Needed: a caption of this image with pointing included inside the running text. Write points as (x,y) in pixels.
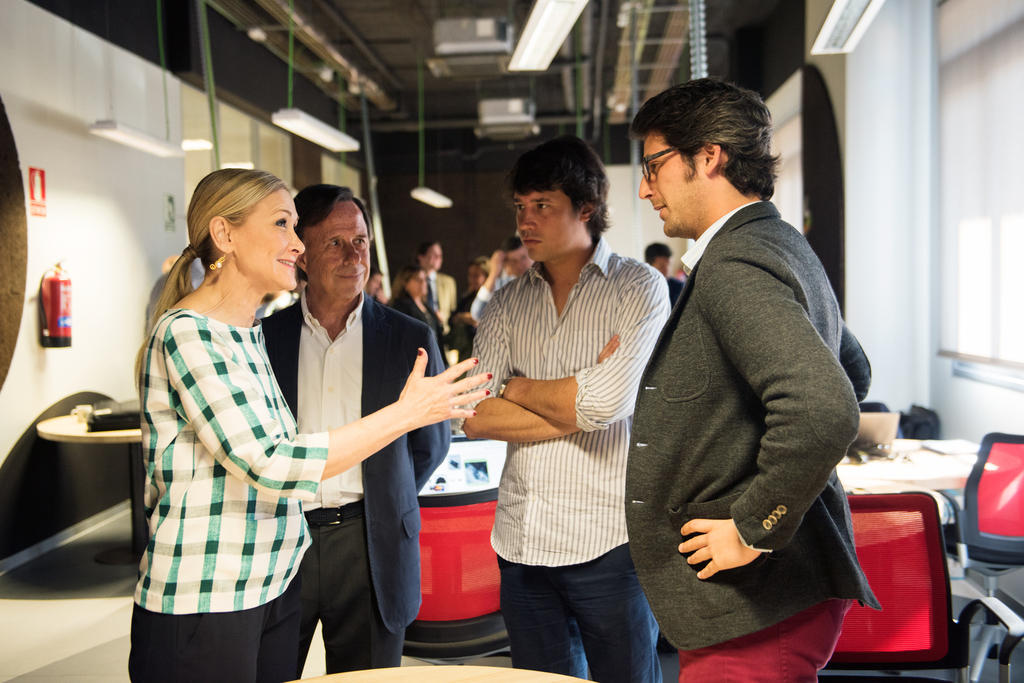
In this picture we can see 4 people (694,503) talking and looking at each other. In the background (669,254), we see tables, chairs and other people (451,277).
